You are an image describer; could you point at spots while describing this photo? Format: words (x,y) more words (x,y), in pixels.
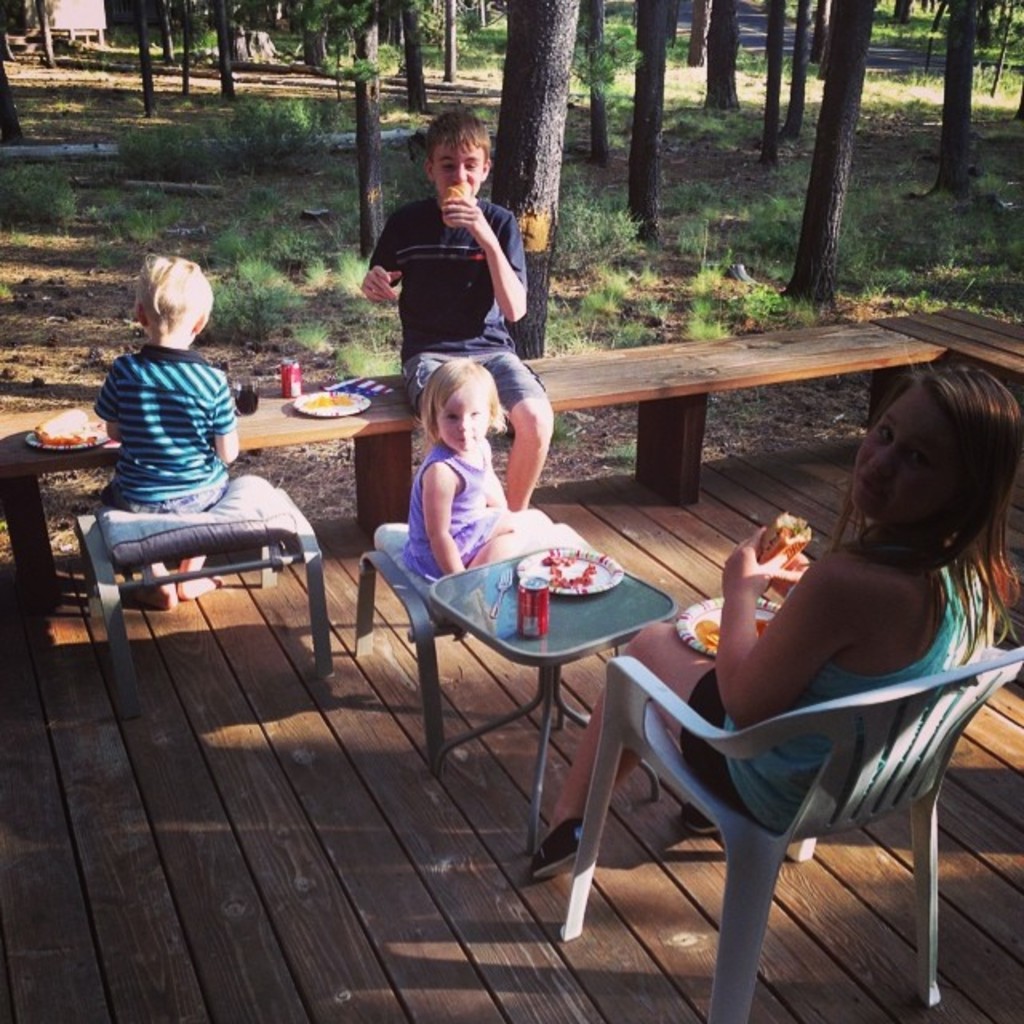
In this image there are four people (444,403). There is a plate (588,560), fork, coke tin (538,618) on the table (540,649) and at the back (838,122) there are trees (815,157).
